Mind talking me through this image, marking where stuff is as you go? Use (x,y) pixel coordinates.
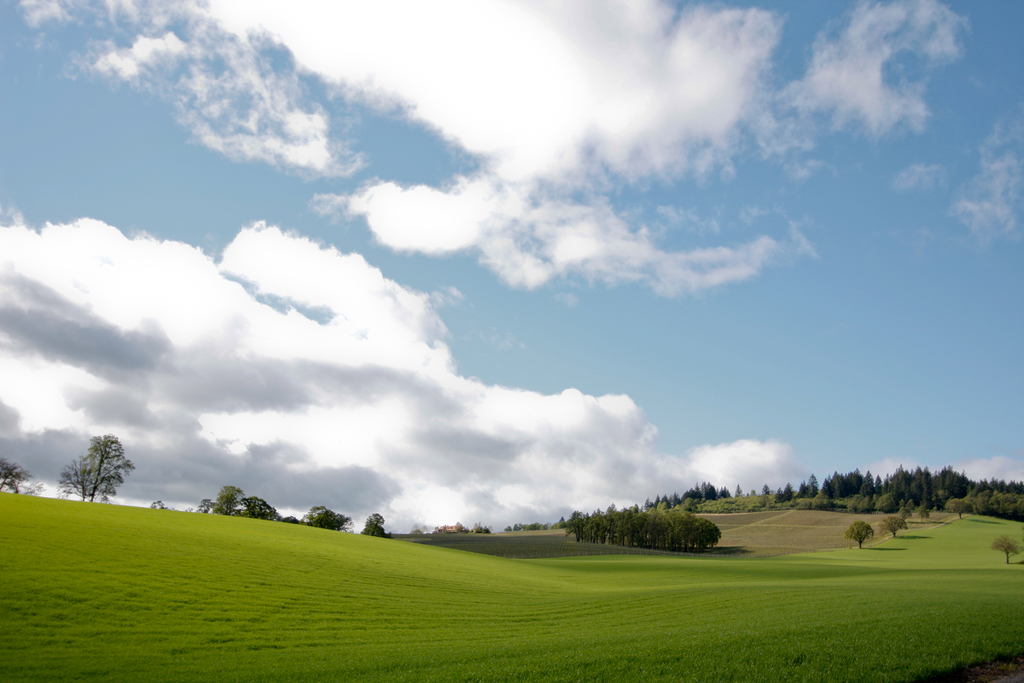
At the bottom (166,630) we can see grass (446,581) on the ground (446,581). In the background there are trees (708,532) on the ground (182,560) and clouds (358,286) in the sky (455,278).
